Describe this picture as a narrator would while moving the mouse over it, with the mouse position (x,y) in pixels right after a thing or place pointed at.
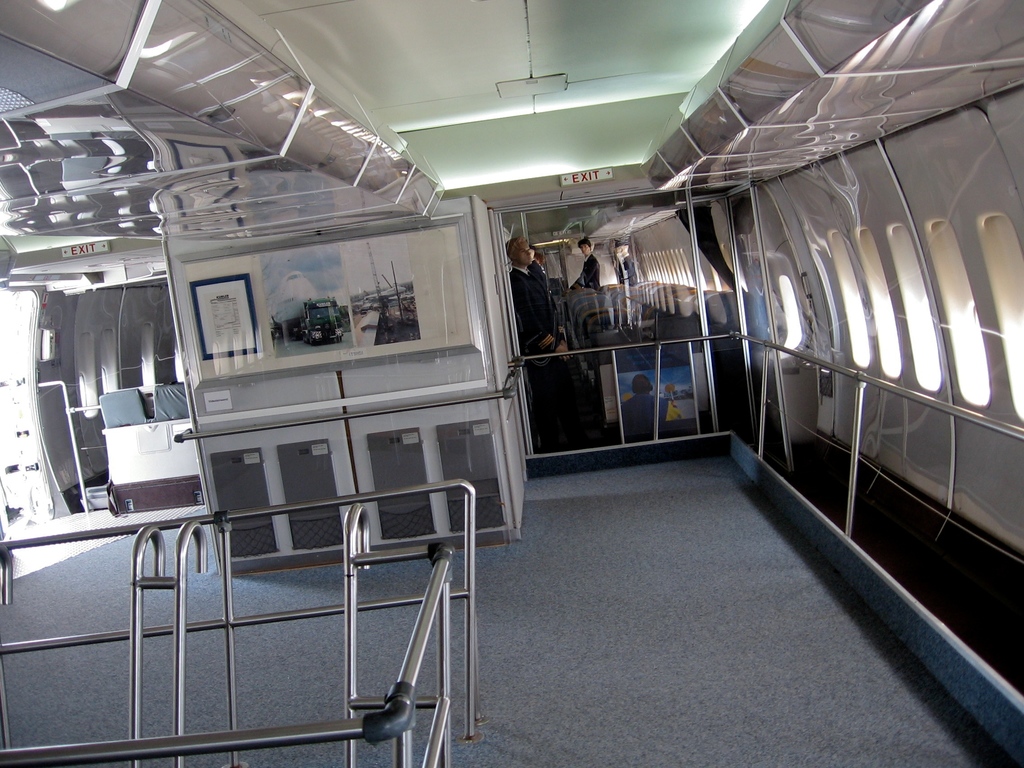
In the picture I can see few poles (139,601) in the left corner (181,664) and there are few photos (312,303) attached to the wall (263,313) and there are few persons (623,251) standing beside it and there is exit (587,175) written above it and there are some other objects (159,441) in the background (165,432).
